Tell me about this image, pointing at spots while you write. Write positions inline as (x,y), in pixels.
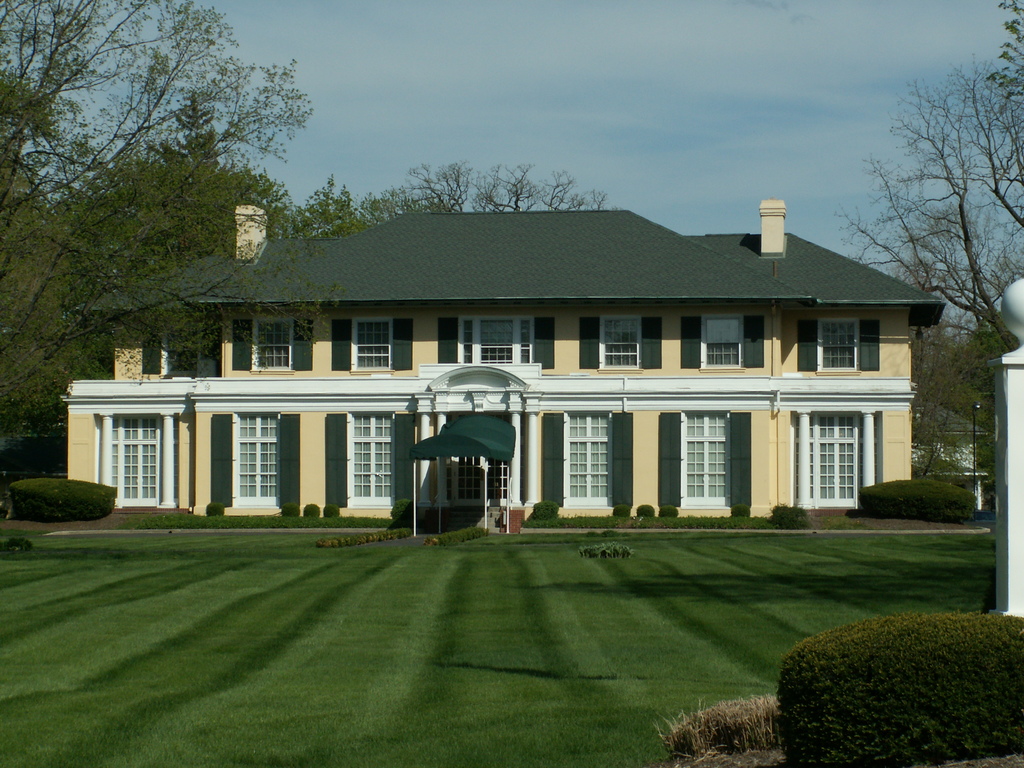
In this picture we can see plants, grass (536,686), buildings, trees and we can see sky (780,130) in the background (753,142).
